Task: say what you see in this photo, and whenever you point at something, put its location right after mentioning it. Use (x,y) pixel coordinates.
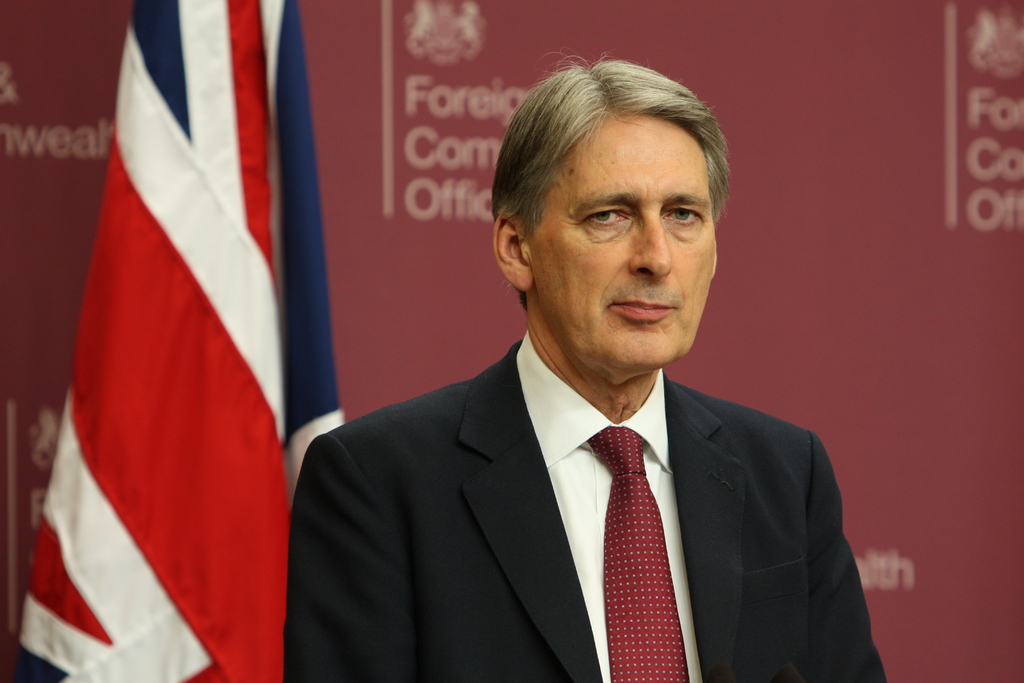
In this picture I can see a man (567,682) and I can see a flag (180,314) in the back (349,84) and an advertisement board (5,129) with some text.
